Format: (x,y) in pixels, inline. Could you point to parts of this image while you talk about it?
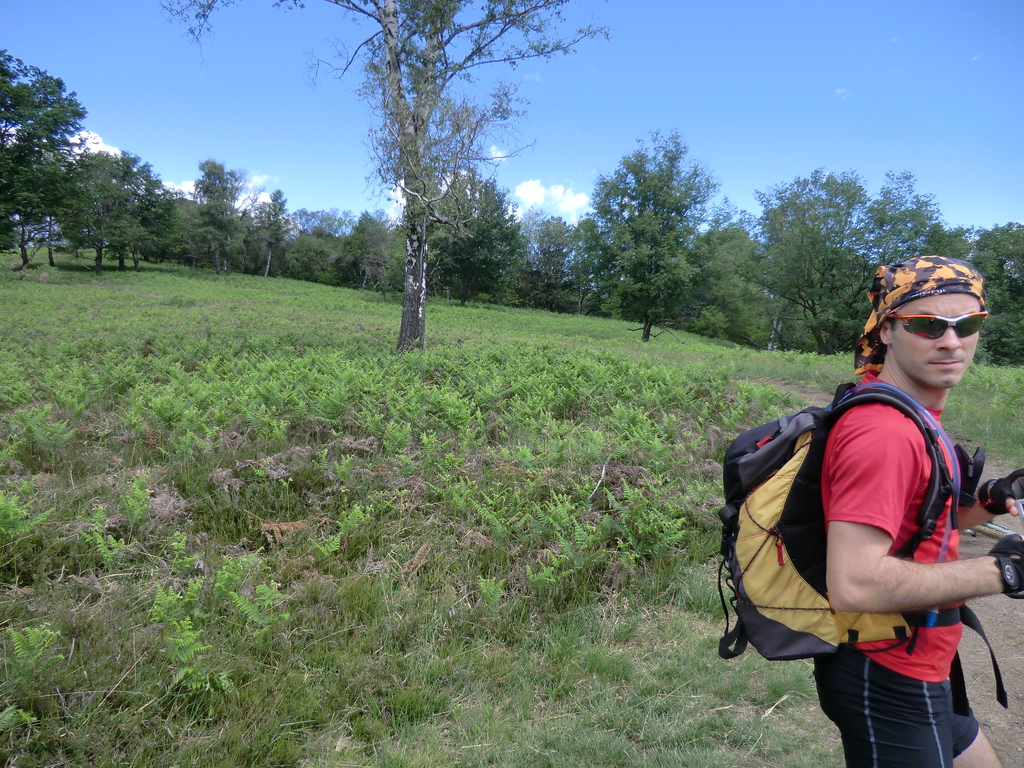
As we can see in the image, there is a sky (240,97), trees (390,134), plants (301,378) and on the right side (900,573) there is a man (896,536) wearing bag (798,513).
